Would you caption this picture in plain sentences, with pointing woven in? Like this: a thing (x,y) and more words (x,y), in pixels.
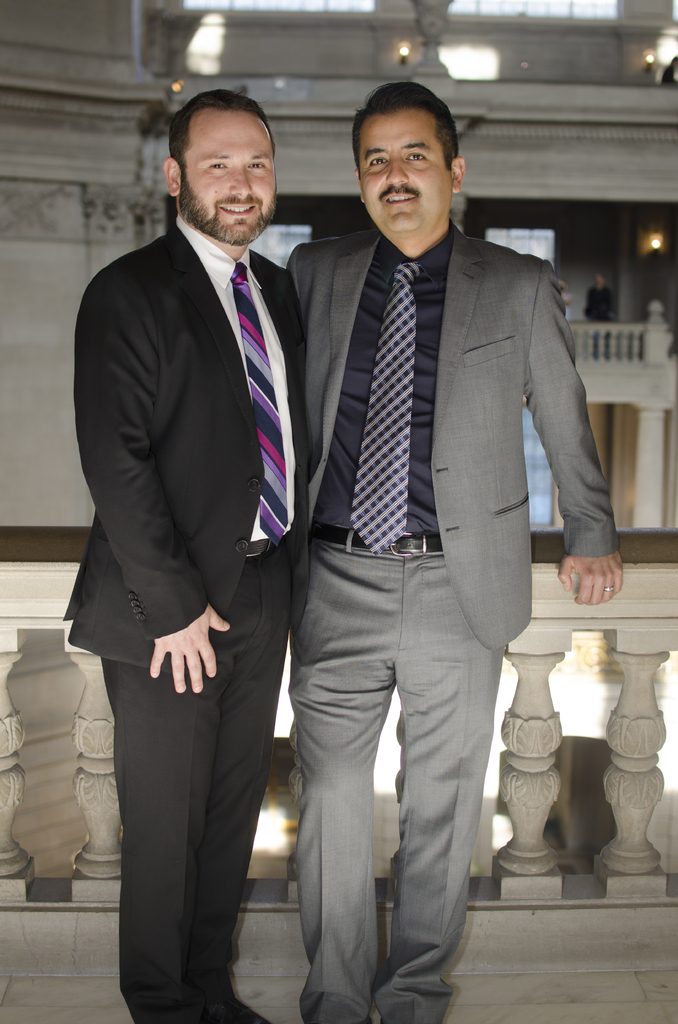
In this image we can see these two persons (318,289) wearing blazers (307,333) and ties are standing on the floor (41,1021). In the background (635,381), we can see the inner view of the building (648,133).
